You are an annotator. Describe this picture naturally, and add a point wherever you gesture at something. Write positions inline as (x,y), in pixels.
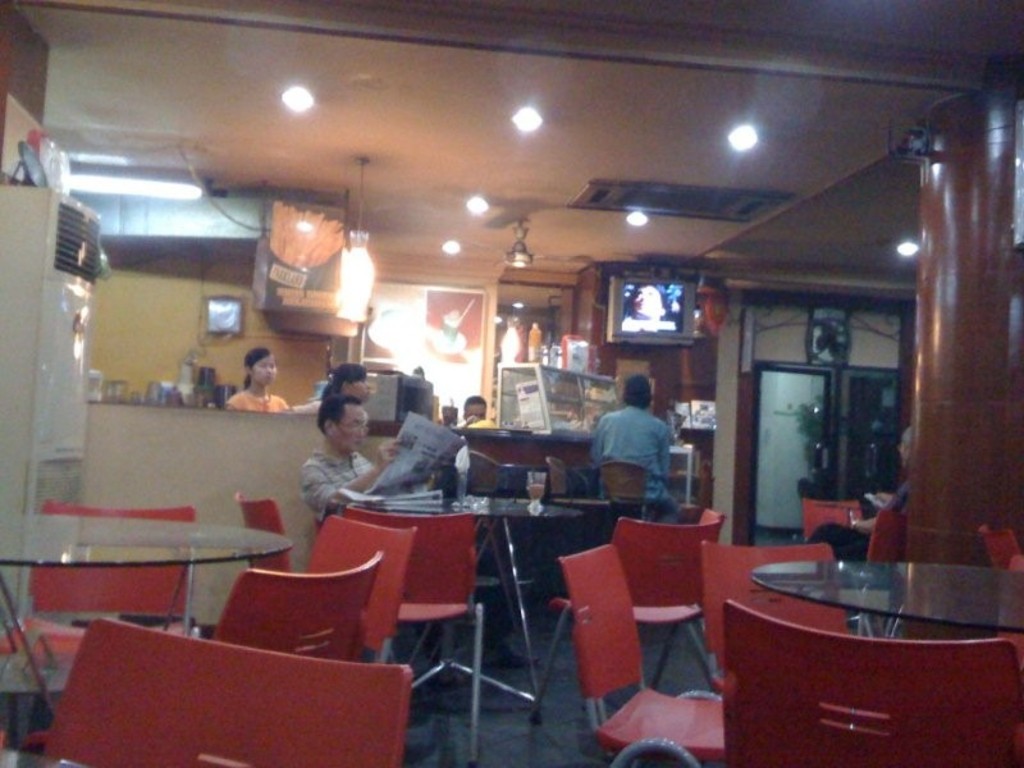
In this image I can see the glass tables (92,544) and red color chairs (339,629). I can see one person (315,495) sitting on the chair (321,515) and holding the news paper (398,466). In the back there are few more people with different color dresses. I can also see the television (666,335) to the wall (685,396). I can also see many lights (354,291) in the top (358,236). To the left (33,383) I can see the white color object (35,364).
